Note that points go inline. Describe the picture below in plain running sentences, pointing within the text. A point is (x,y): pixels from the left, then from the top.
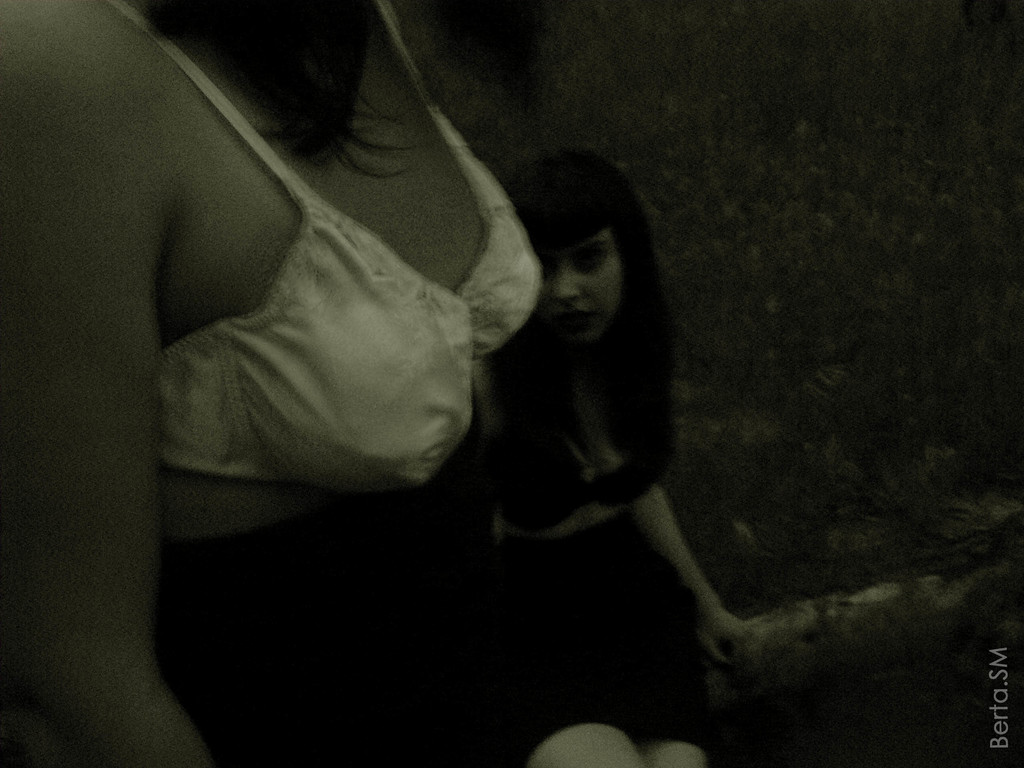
This is a black and white picture. I can see two persons (248,123), and there is dark background (898,544) and there is a watermark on the image.
